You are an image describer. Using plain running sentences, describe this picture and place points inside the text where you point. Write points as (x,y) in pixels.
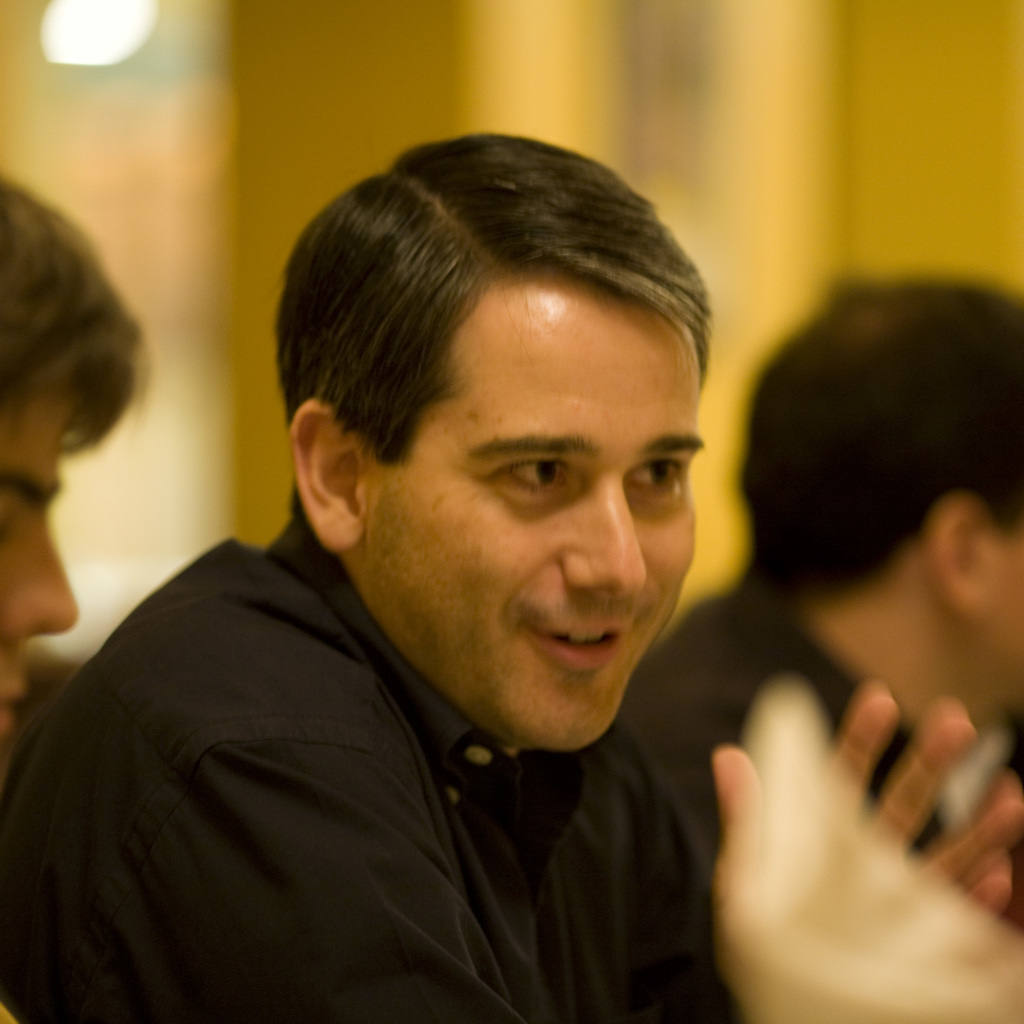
In the middle of this image (455,658), there is a person (419,463), sitting and smiling. On both sides of him, there is a person (809,553). And the background (90,4) is blurred.
